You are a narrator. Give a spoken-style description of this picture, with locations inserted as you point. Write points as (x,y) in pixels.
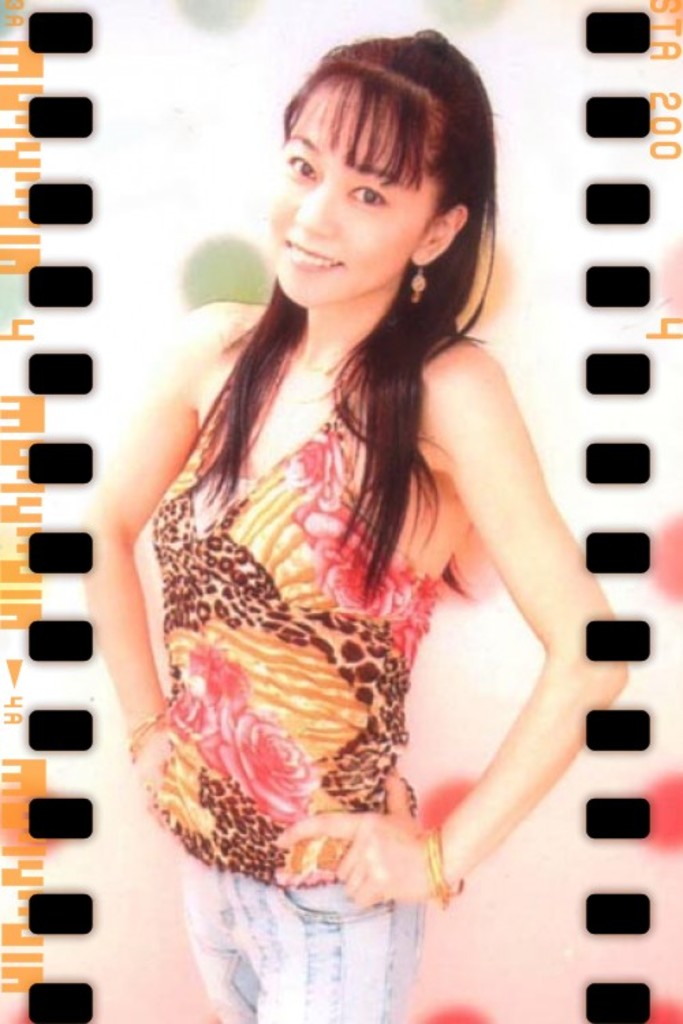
This is an edited image. Here I can see a woman (373,669) wearing a t-shirt (265,676), jeans (267,956), standing, smiling and giving pose for the picture. On the both sides of this image I can see black color marks (55,361) and some text (27,335).
